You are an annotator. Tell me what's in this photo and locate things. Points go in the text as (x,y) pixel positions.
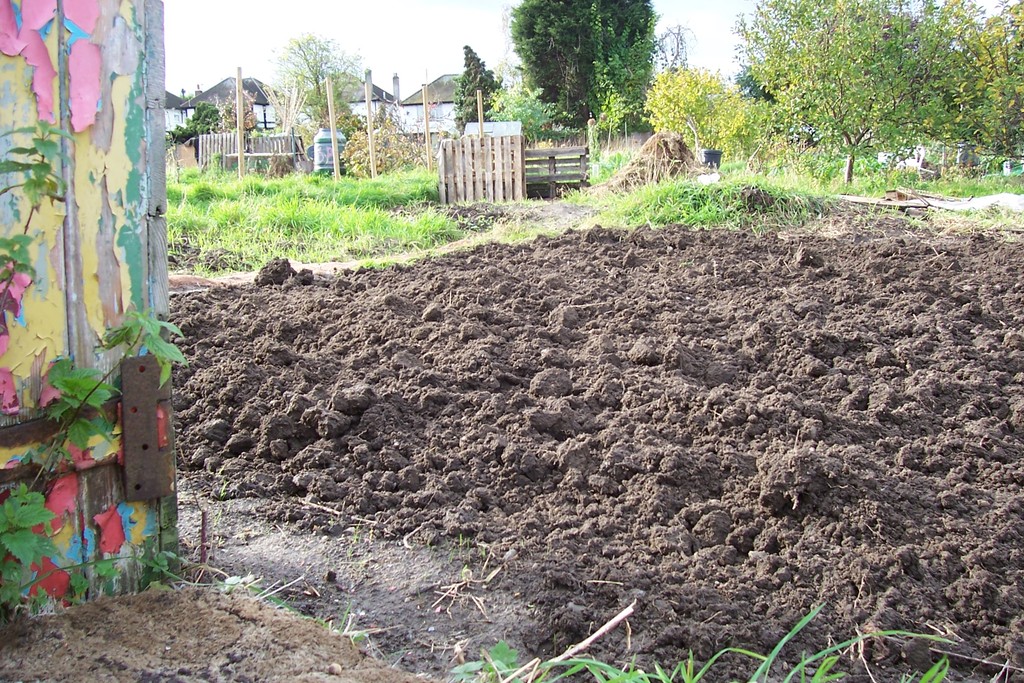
In this image I can see soil (676,293) in the front (529,482) and in the background (383,199) I can see grass (291,203), number of trees (708,135), buildings (408,100) and number of poles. On the left side of this image (159,417) I can see a colourful thing (67,138).
